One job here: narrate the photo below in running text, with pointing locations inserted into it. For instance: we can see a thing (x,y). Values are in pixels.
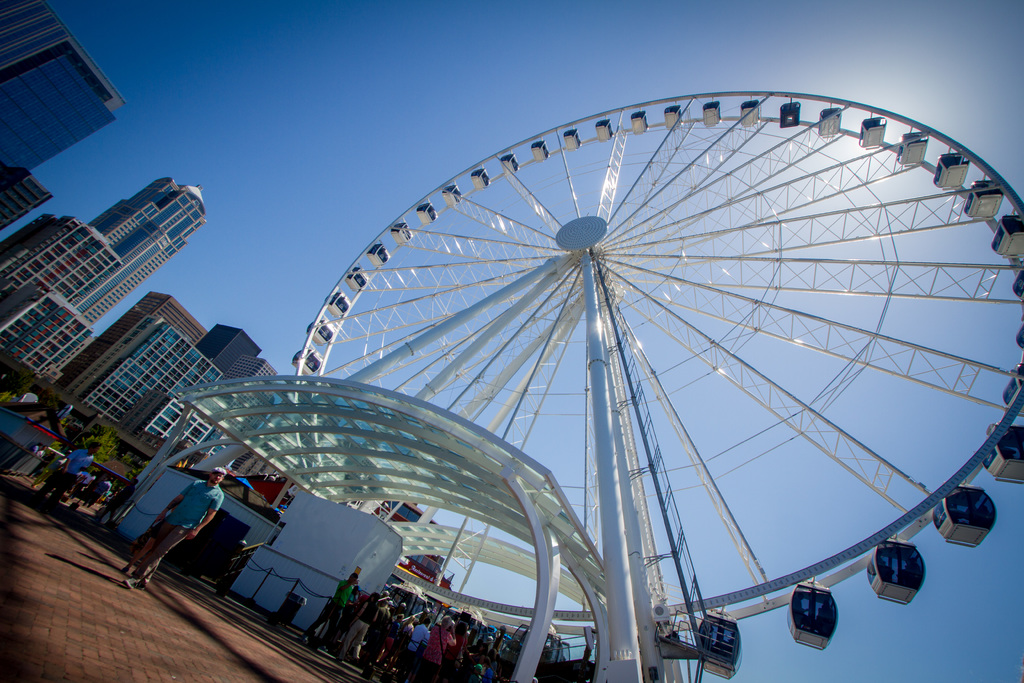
In this image there are people (480,661) standing on the road (245,626). There is a glass rooftop (372,444) supported by metal rods (538,650). There is a dustbin (283,609). There is a metal fence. There is a giant wheel (657,581). In the background of the image (880,510) there are trees (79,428), buildings (64,379) and sky (354,84).
